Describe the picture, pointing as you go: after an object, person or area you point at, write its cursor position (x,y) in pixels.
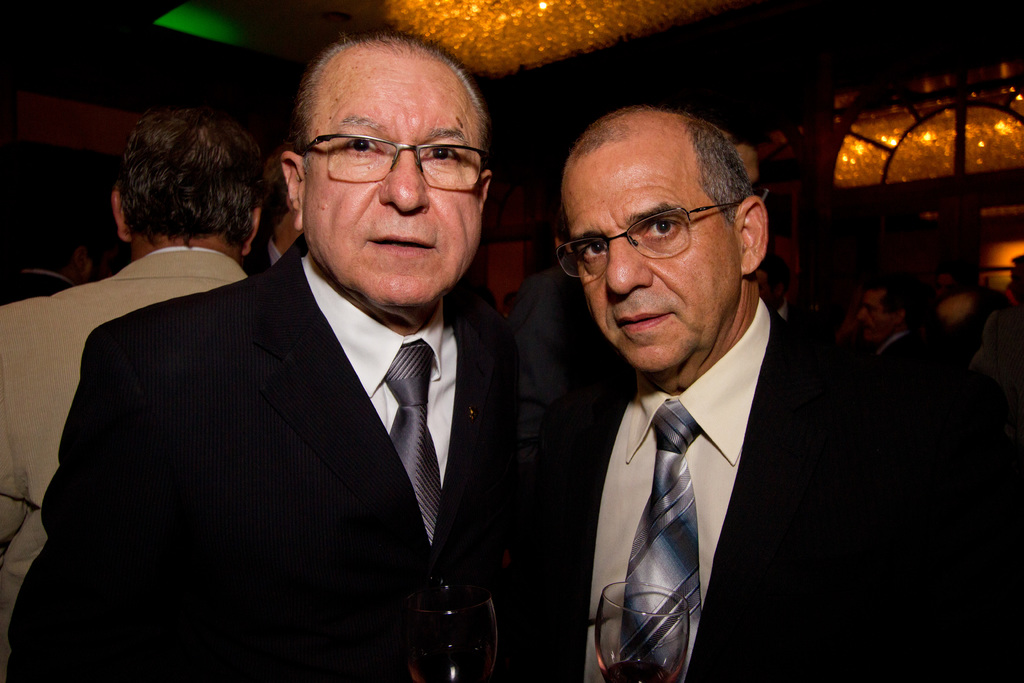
In this picture there are two old men (659,460) wearing black suits (744,571) and tie (696,429) is looking into the camera. Behind there is a brown color glass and dark background (80,102).
